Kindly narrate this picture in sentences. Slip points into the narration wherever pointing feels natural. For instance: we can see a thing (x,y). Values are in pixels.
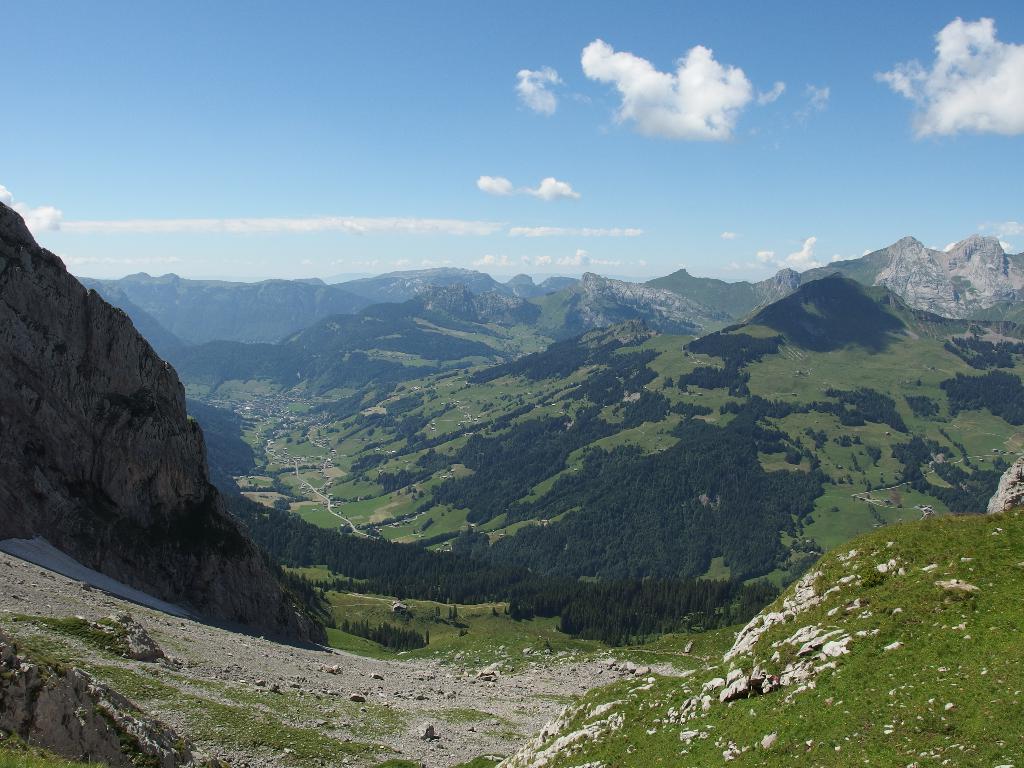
The image consists of hills (631,364) and greenery (568,470). In the foreground (409,669) we can see stones (432,683). In the background (655,137) it is sky (707,166).
